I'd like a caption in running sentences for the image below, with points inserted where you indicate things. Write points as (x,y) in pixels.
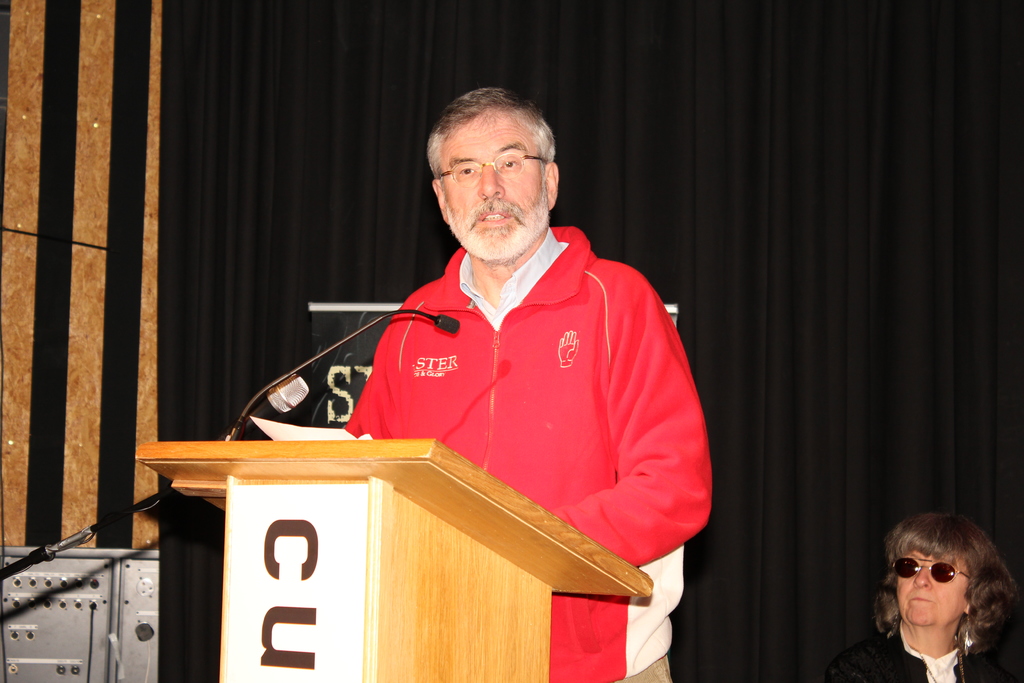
The man (540,370) in the middle of the picture (501,416) is standing and he is talking on the microphone (440,326). In front of him, we see a podium (382,518) on which microphone (260,413) and papers (331,435) are placed. In the right bottom (885,585), we see a woman (985,641) in black jacket (891,641) is sitting. Behind them, we see a sheet (335,183) in black color. On the left side (156,249), we see a wall (87,348) in brown color. In the left bottom (114,612), we see an electronic device (72,621).
